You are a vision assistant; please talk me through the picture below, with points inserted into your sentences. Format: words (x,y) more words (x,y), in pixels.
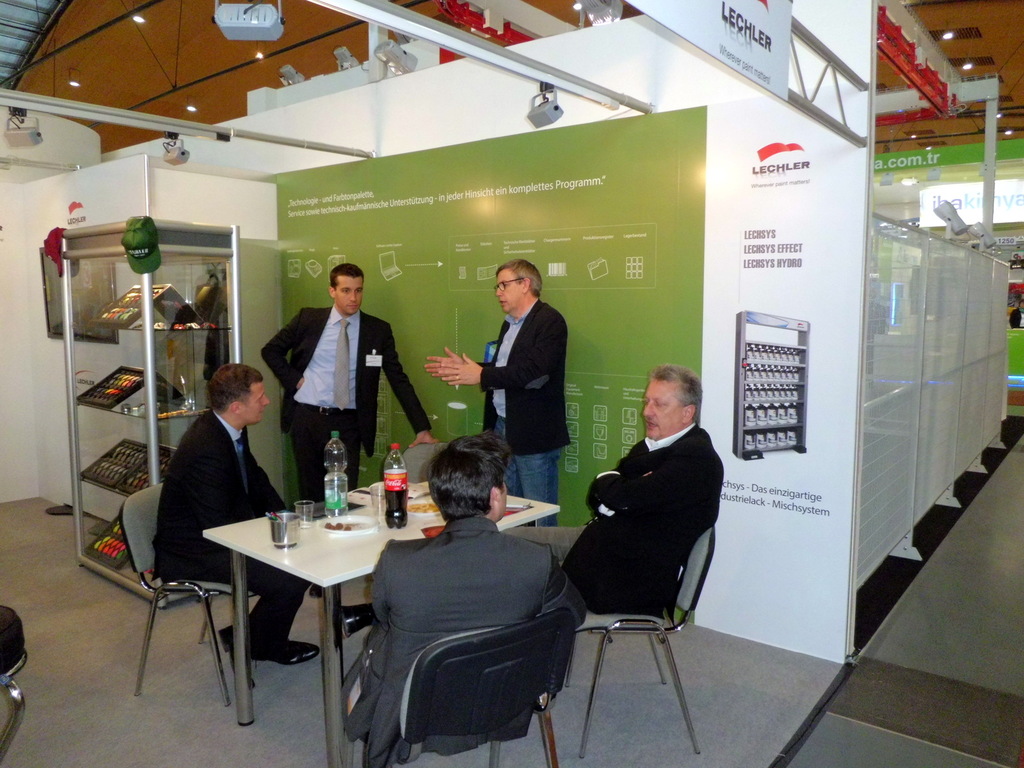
In this image we can see three persons (553,589) sitting on the chairs (470,686) in front of the table (417,503) and we can also see two persons (351,301) standing on the floor (83,656). On the table (349,557) we can see the food items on the plates (325,524). We can also see some items (158,305) placed on the glass racks (153,365). We can also see the caps (147,245), rods (135,118), lights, board (694,23) with text (749,38). We can also see the floor (903,627). We can see the board (808,647) with text (401,206) and also image (795,351).
